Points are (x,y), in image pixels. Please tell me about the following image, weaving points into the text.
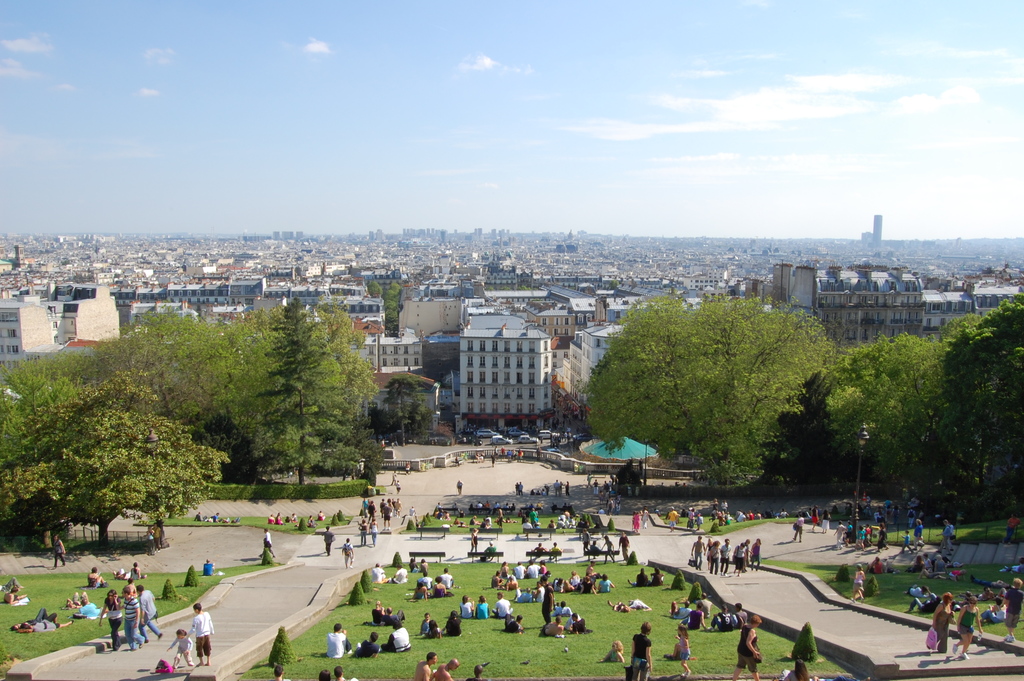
In this picture I can see some people (196,630) are walking and some people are sitting on the grass (467,584), behind there are some buildings (2,321) and trees (260,376).
